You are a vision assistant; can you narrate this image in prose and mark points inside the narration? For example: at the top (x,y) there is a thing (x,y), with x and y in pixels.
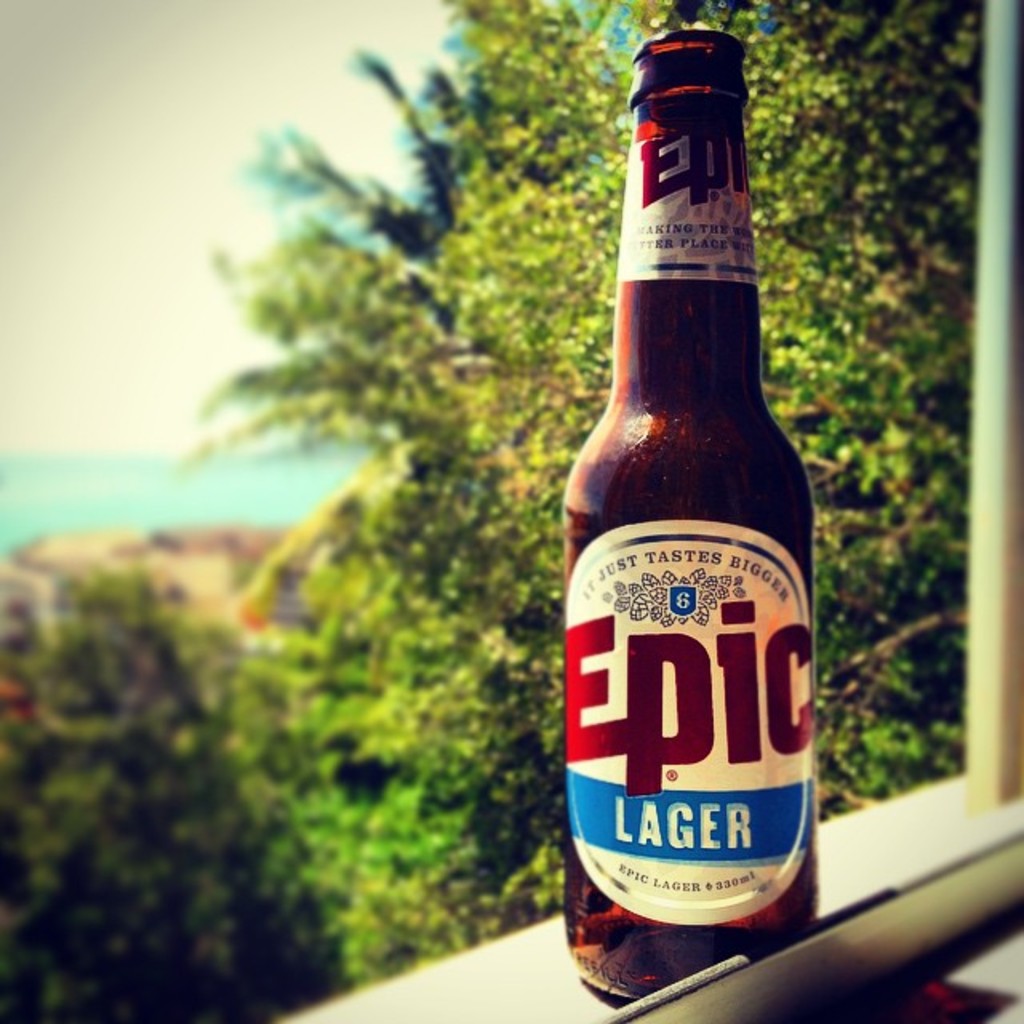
It's a beer bottle (704,779) on the window (864,923). There are trees (409,521) in the back side of an image (477,594).
